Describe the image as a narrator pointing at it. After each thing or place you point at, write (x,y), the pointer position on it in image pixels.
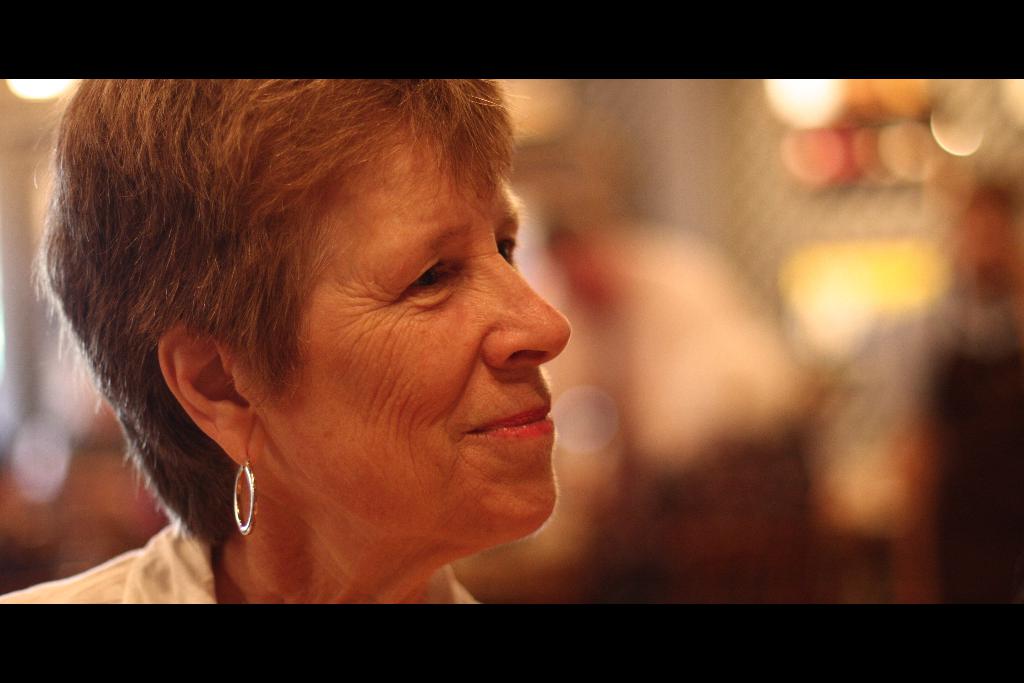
In this image I can see a woman (375,366) is smiling and also she is wearing an ear ring (247,525).
